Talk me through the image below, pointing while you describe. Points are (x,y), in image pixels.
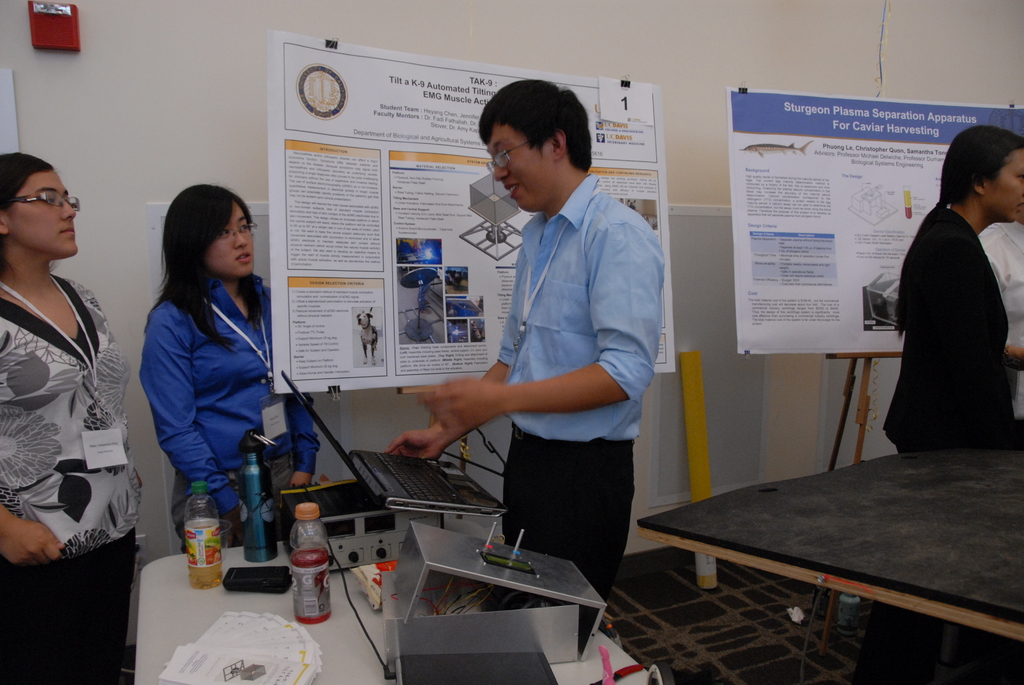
In this image I can see few people (37,345) are standing, I can see most of them are wearing specs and ID cards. I can also see few boards (366,232) in background (859,234) and on these boards (500,208) I can see something is written. Here I can see a table (160,658) and on it I can see few bottles (300,541), a laptop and few other stuffs (430,619).
